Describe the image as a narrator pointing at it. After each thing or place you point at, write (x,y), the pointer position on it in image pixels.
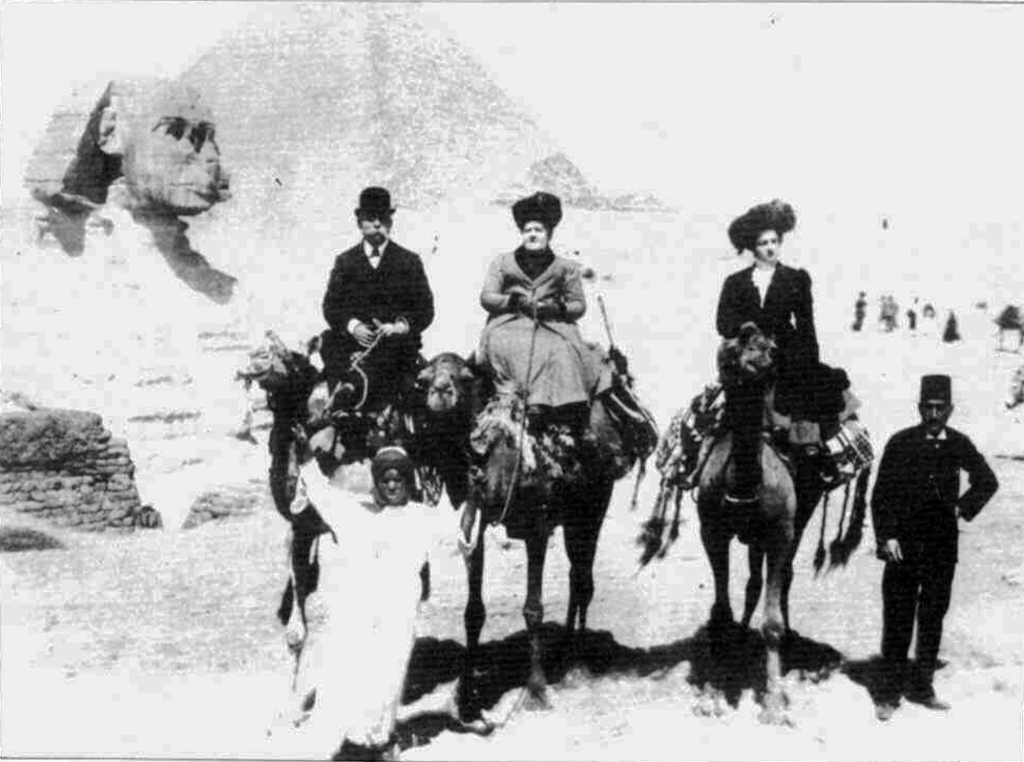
This is an old black and white image. I can see three camels (475,418). There are three people (551,305) sitting on the camel (476,396) and two people (912,555) are standing. This looks like an egyptian pyramid (389,163) and a sculpture (194,256).
